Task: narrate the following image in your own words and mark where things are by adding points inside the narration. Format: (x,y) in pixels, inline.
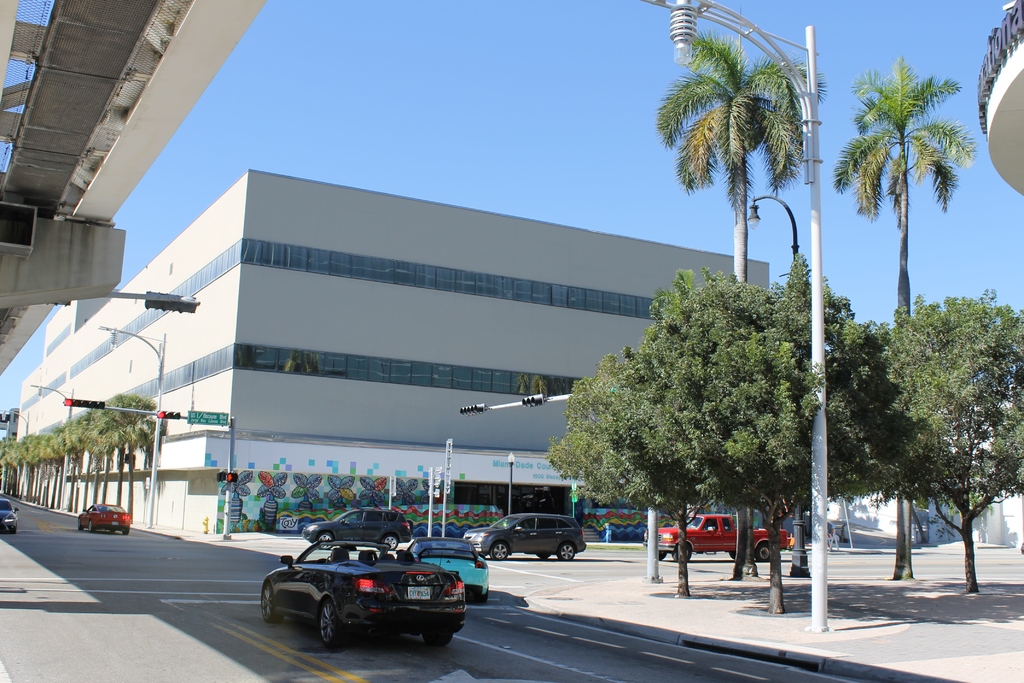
In this image we can see flyover (113,86), sky (246,59), buildings (391,314), street lights (809,94), street poles (805,109), traffic poles (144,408), traffic signals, sign boards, motor vehicles (291,558) on the road (279,633), trees (735,428) and grills (66,18).
